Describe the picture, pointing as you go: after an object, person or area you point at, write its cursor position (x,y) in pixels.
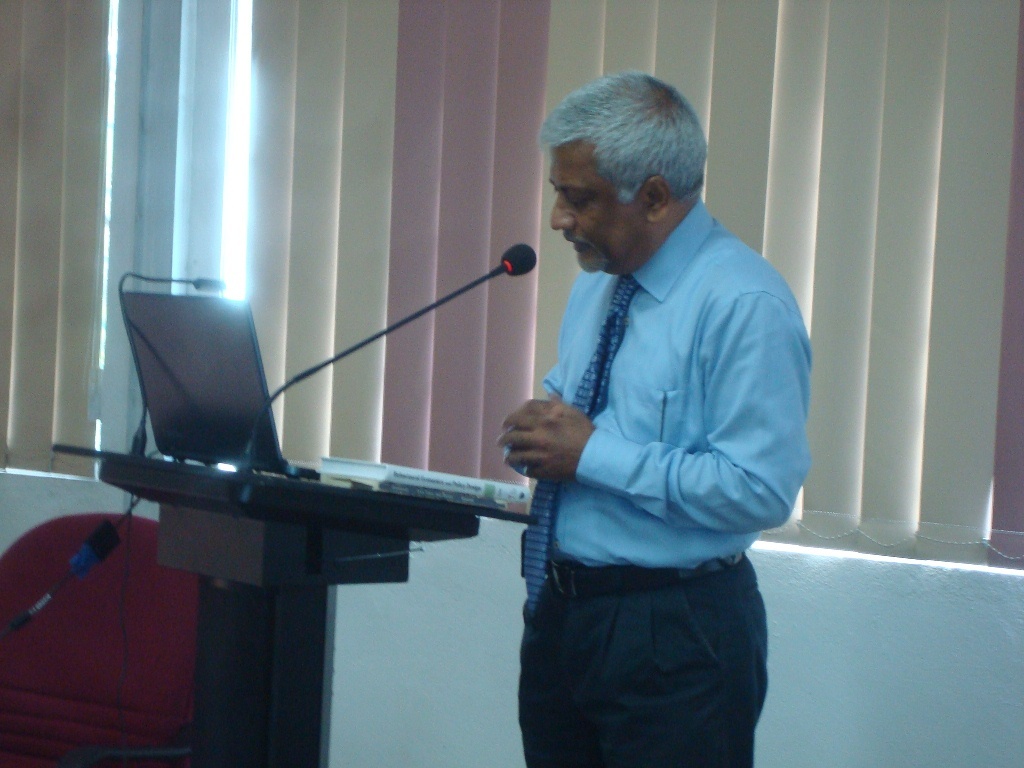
Here in this picture we can see a person (586,297) standing over a place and speaking something in the microphone (504,258), which is present in front him on the speech desk (333,510) over there and we can see a laptop (206,425) and a book (344,466) present on the desk (381,532) over there and beside it we can see a chair (167,673) present and behind him we can see windows (70,41) covered with window flaps (972,394) over there.
